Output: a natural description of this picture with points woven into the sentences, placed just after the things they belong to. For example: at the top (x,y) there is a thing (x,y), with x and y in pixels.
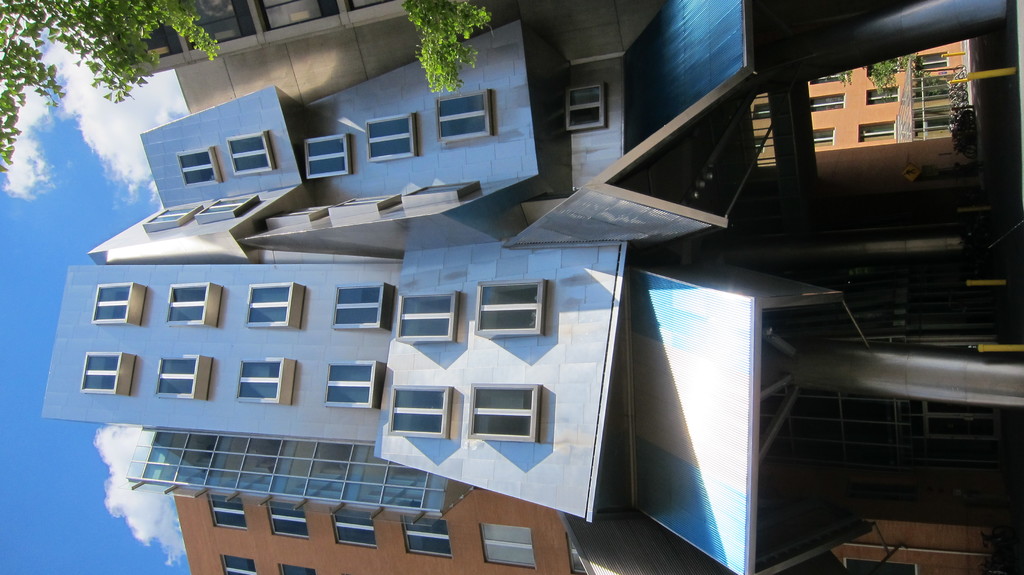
In the picture we can see some buildings (573,475) with windows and under it we can see the pillars (993,7) and from it we can see a part of the building (898,106) with some windows (892,95) and on the top of the building (165,266) we can see a part of the sky (32,222) with clouds (20,149) and beside it we can see the part of the tree (98,37).
